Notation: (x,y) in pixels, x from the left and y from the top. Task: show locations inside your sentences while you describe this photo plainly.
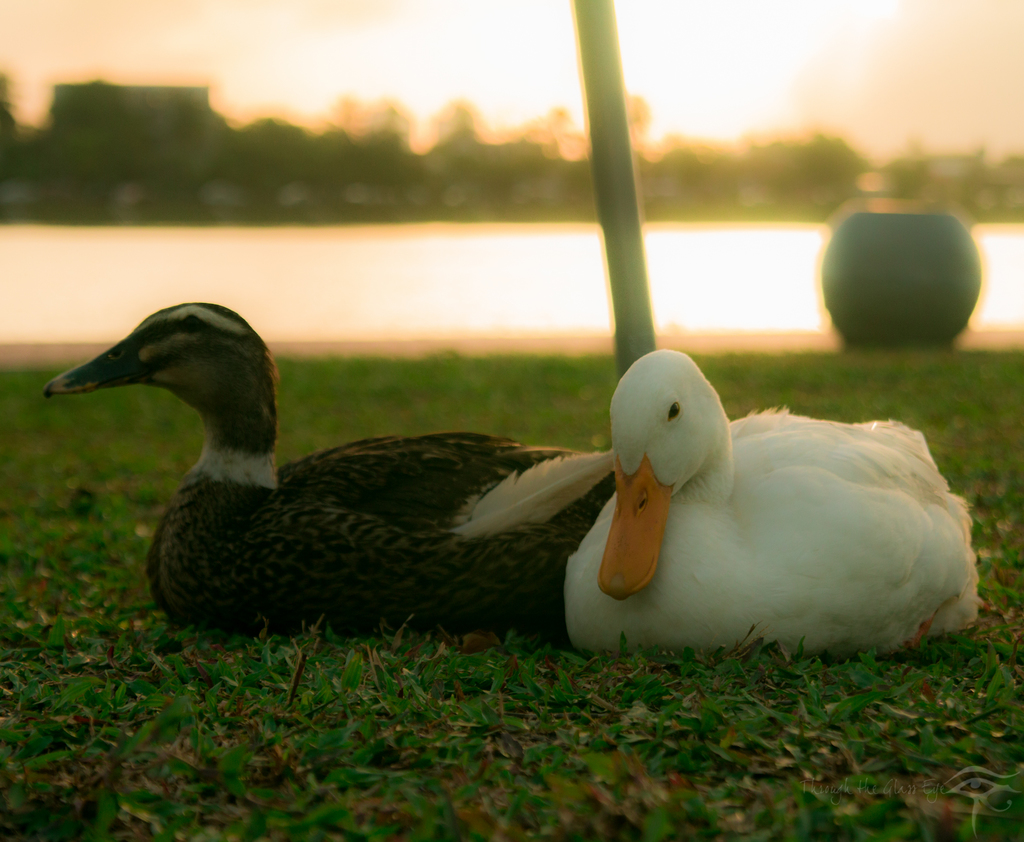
In this picture there are two black and white color ducks (324,451) sitting in the grass lawn (525,693). Behind there is a water (352,250) and blur background (380,303).
